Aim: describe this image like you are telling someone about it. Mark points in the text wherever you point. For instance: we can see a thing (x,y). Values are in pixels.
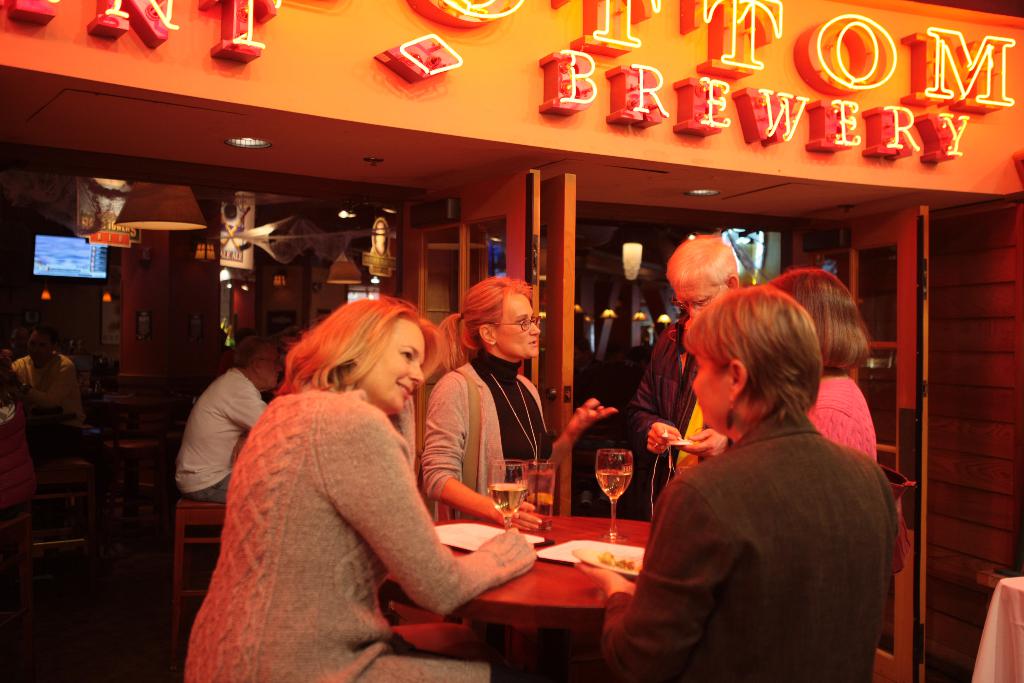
people (693,353) are standing around the table (556,593). the person (448,579) at the left (326,560) is sitting. on the table (578,578) there are glasses (526,498), plates (589,545). behind them there is a screen (95,267). on the top hoarding (427,81) tom brewery is written.
